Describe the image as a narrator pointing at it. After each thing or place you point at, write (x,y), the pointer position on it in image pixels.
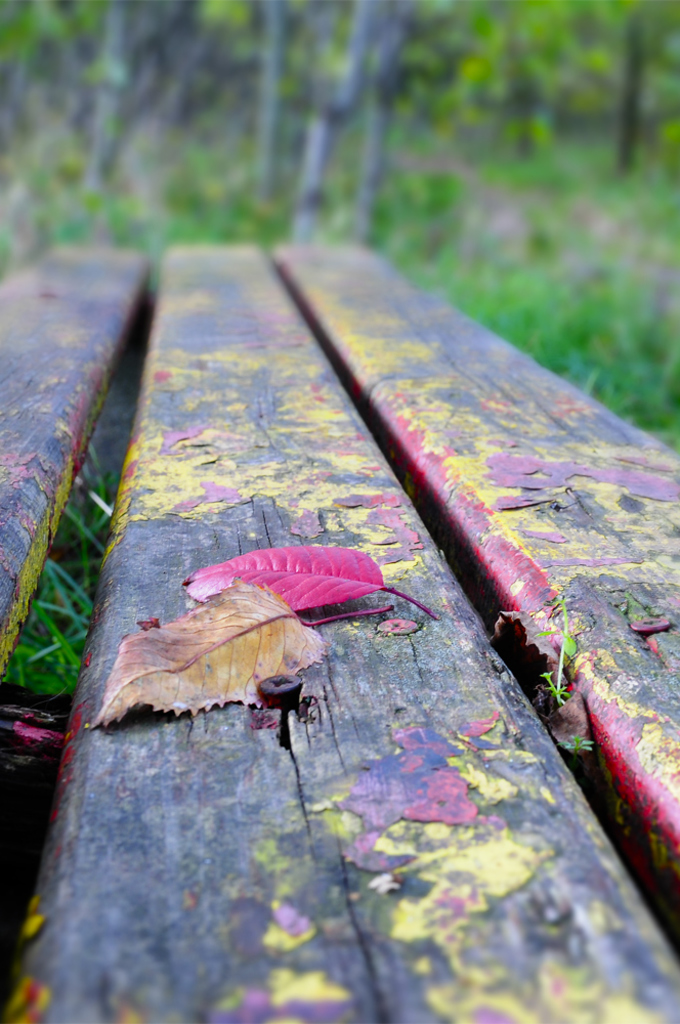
In this image, there are leafs (293,576) on the bench (359,768). In the background (500,100), image is blurred.
